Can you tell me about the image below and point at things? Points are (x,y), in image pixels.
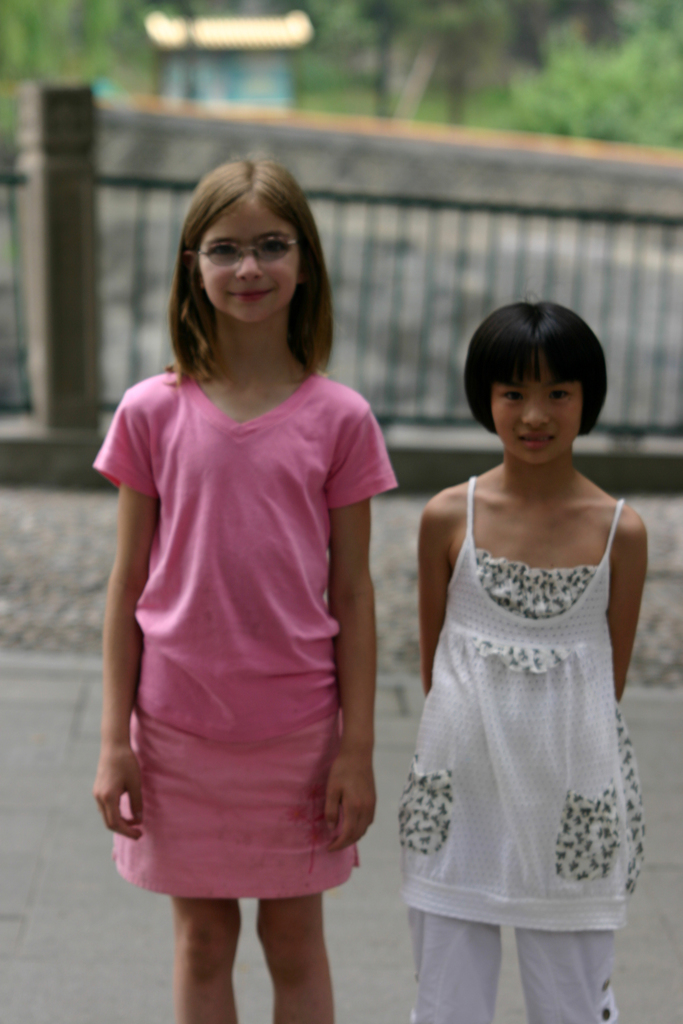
In this image in the center (306,404) there are girls (426,710) standing and smiling and the background (371,174) is blurry.
